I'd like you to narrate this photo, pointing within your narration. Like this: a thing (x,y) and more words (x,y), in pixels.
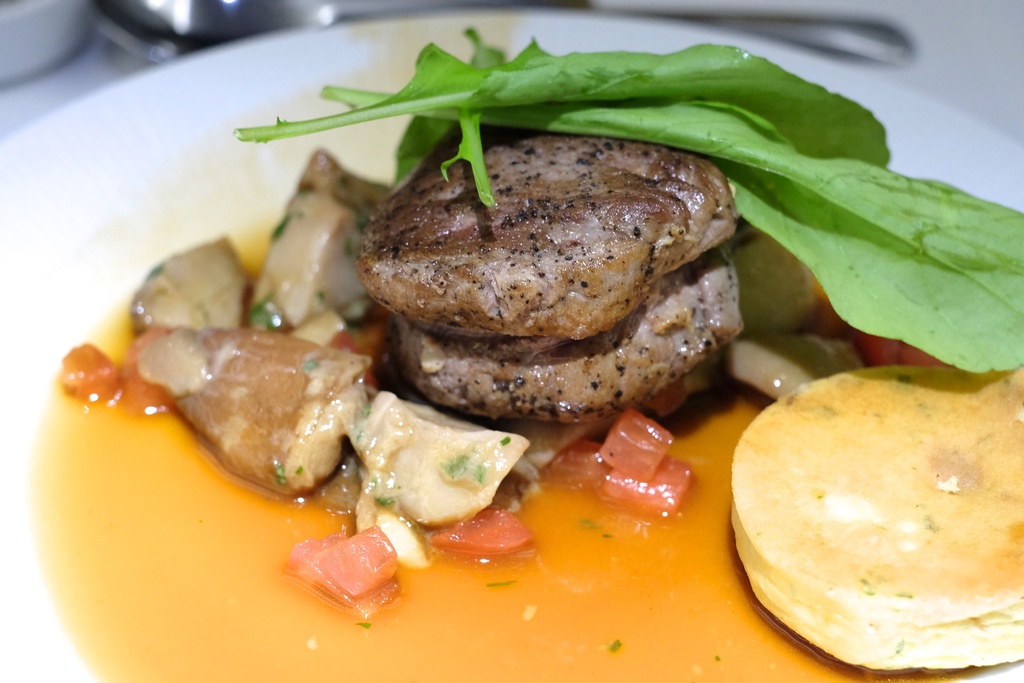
In this image, we can see some food (574,92) on the plate (5,286).
